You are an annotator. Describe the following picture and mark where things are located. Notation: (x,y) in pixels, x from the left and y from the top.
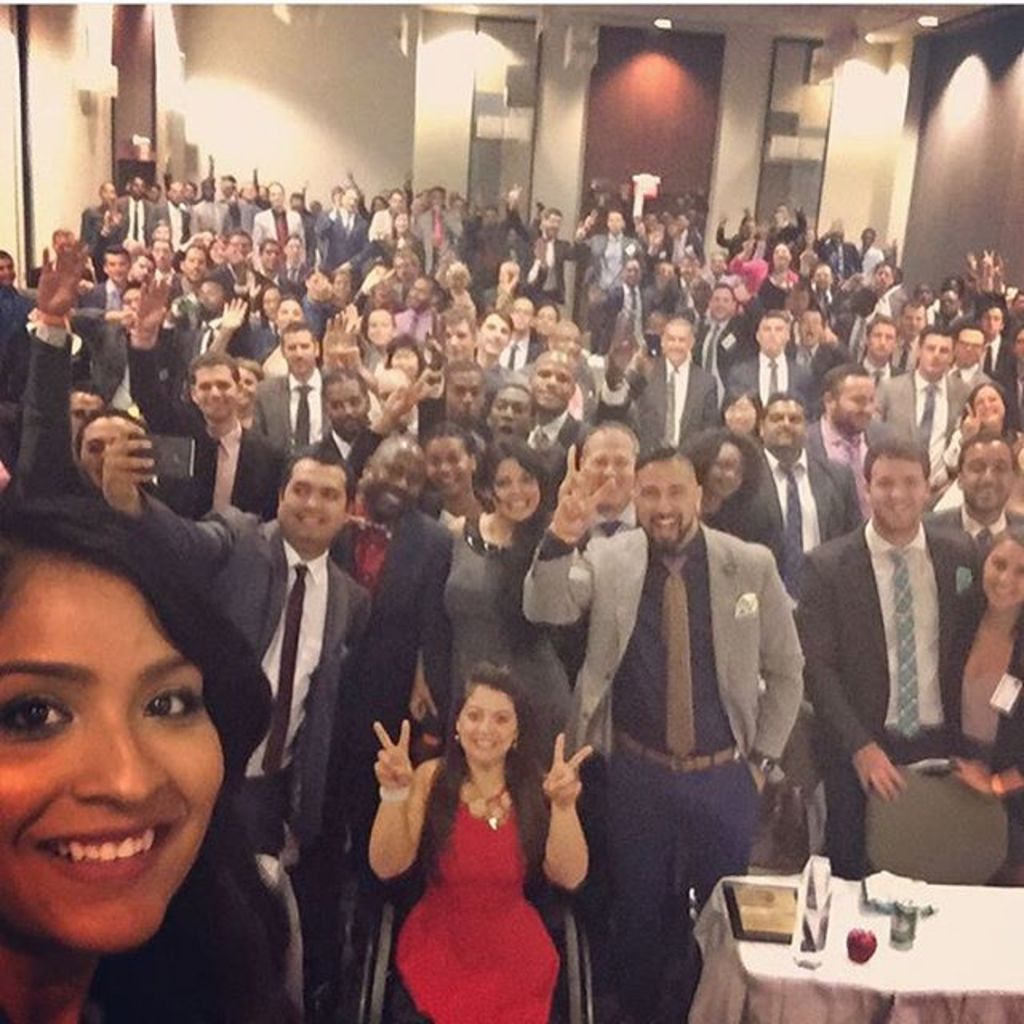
In the foreground of this image (125,957), on the left (130,795), there is a woman (153,916). In the background (517,254), there are many people (461,239) posing to the camera, walls (681,113) and lights (923,18) to the ceiling (698,22). At the bottom (772,903), there is a shield (787,912), glass (895,918) and few more objects (871,952) on the table (858,991).
